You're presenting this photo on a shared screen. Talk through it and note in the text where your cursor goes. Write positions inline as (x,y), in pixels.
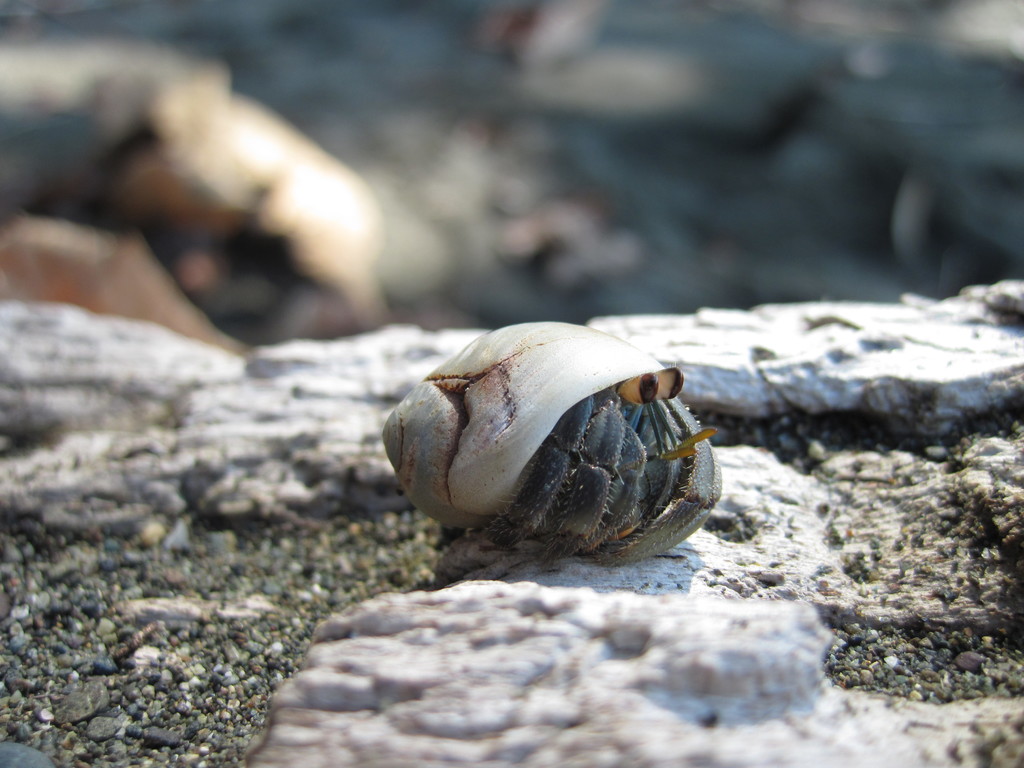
In this image I can see a hermit crab (540,475) on the stone (416,609). In the background (402,180), I can see the image is blurred.
